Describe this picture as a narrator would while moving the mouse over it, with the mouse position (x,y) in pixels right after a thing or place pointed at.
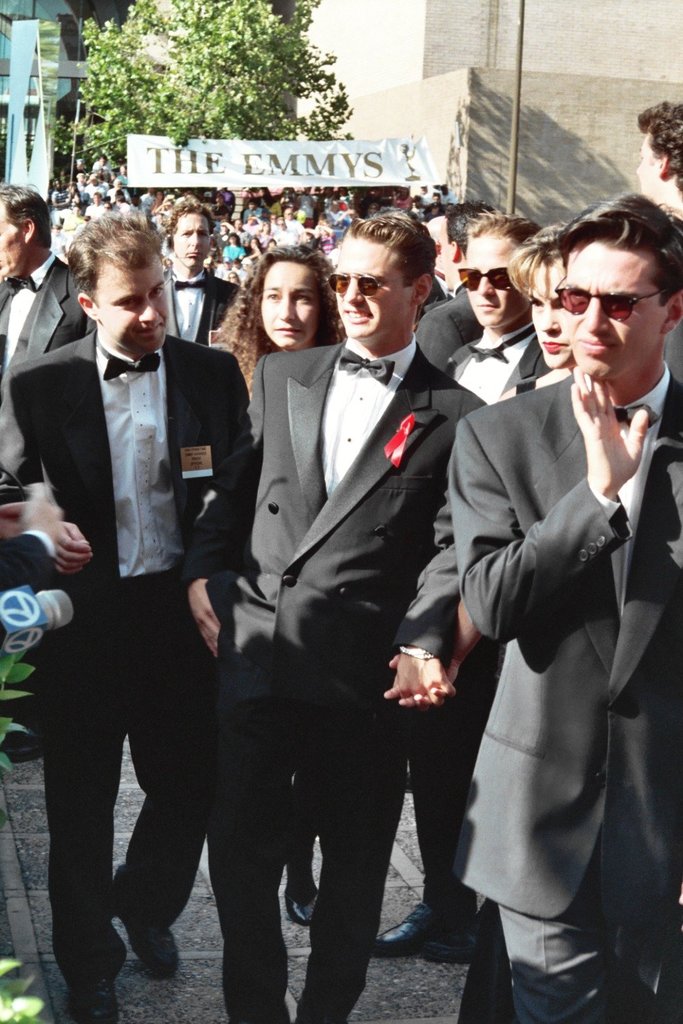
In this image I can see many people (190,233) are walking on the ground (302,962). In the foreground (289,458), I can see few men (456,365) are wearing black color suits (375,446) and looking at the left side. In the background (246,137) there is a tree (163,65) and a building (545,126) and also there is a white color banner (233,165) on which I can see some text (191,157). On the right side (519,111) there is a pole (518,82).
